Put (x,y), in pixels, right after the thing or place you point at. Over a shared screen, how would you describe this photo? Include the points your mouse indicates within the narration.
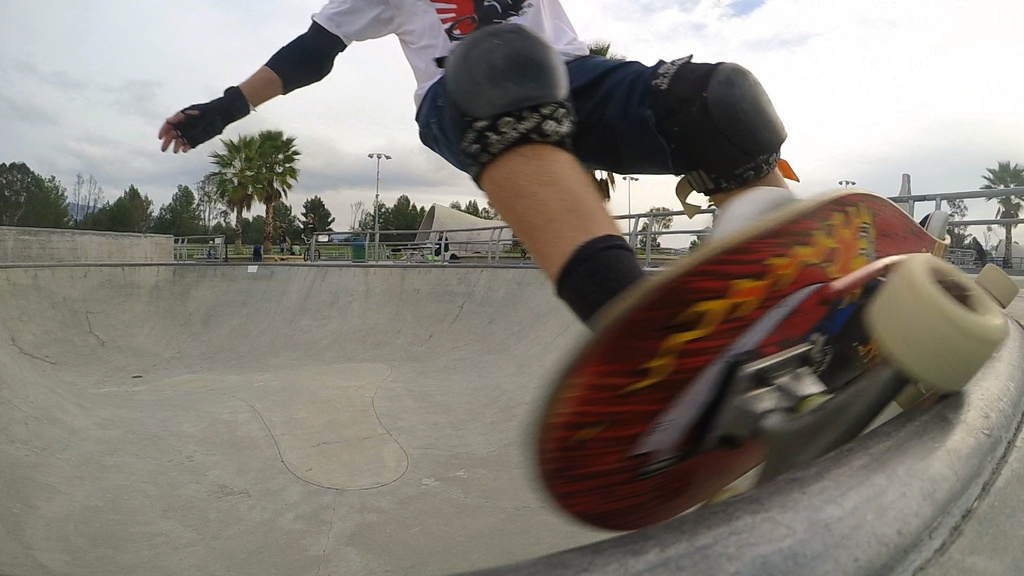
This image is clicked outside. There are trees (36,216) in the middle (369,216). There is sky (67,32) at the top (833,68). In the front (607,222) there is a person (646,113) skating on skating board (674,359). He is wearing gloves (205,125).
